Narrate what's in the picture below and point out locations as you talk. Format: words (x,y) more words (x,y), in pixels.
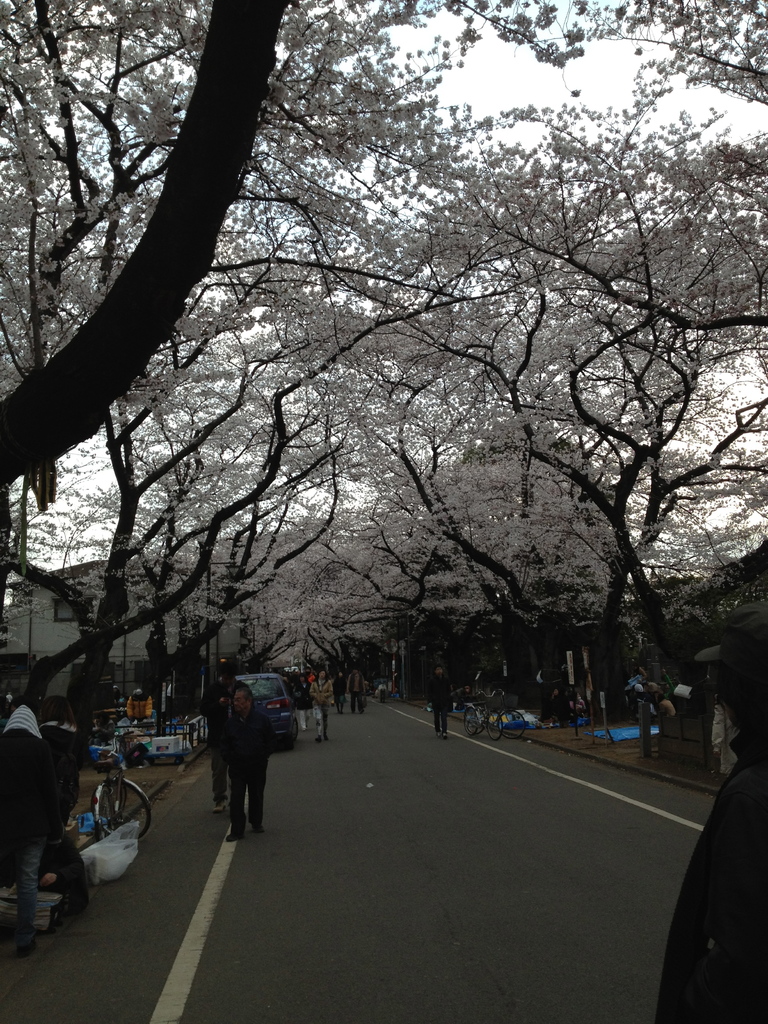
In this picture there is a view of the road lane (366,948). In the front (239,768) there are some men (249,776) and women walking on road (227,824). On both the side there are some white color flower trees (430,555).
